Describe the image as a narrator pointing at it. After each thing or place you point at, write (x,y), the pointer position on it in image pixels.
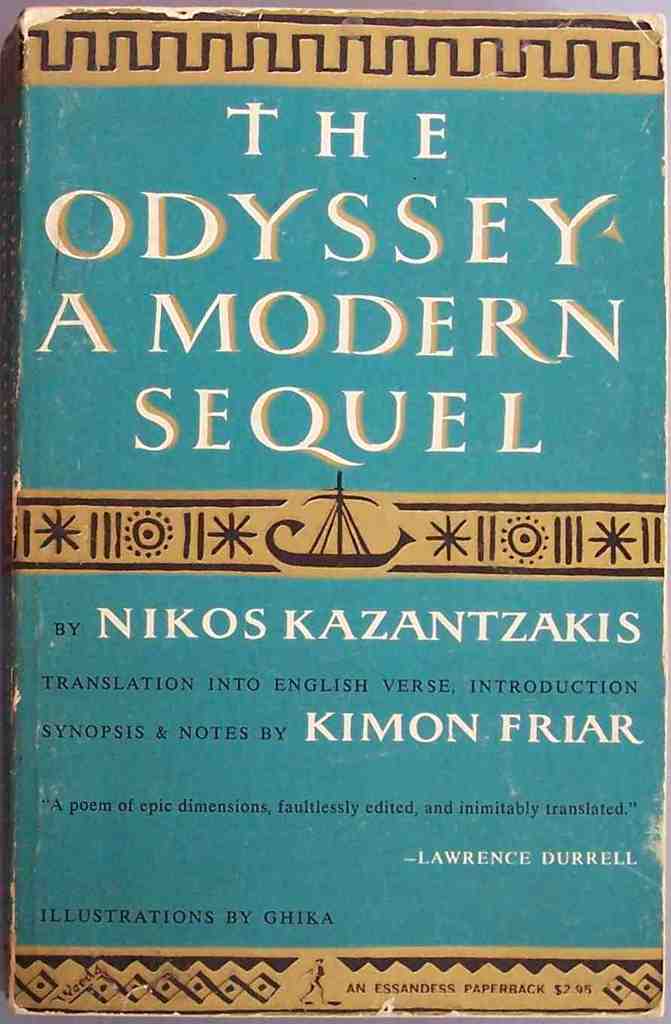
There is a poster (175,302), on which, there are symbols (278,548), a quotation (357,811) and other texts (336,223).
